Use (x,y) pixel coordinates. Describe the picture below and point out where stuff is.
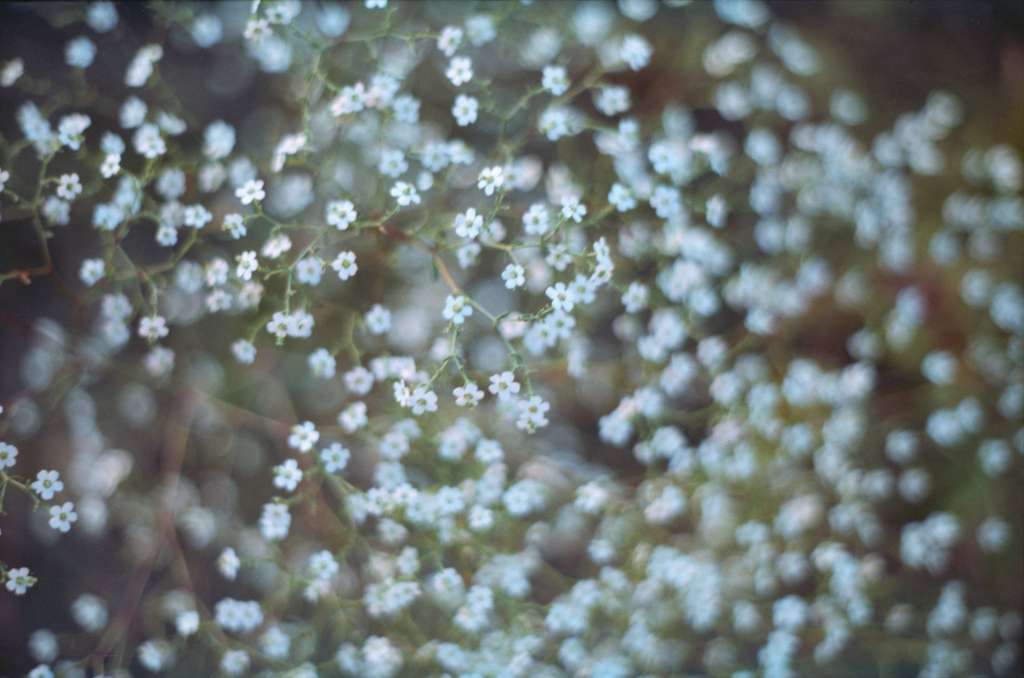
This is a picture of tiny white color flowers (94,264).
